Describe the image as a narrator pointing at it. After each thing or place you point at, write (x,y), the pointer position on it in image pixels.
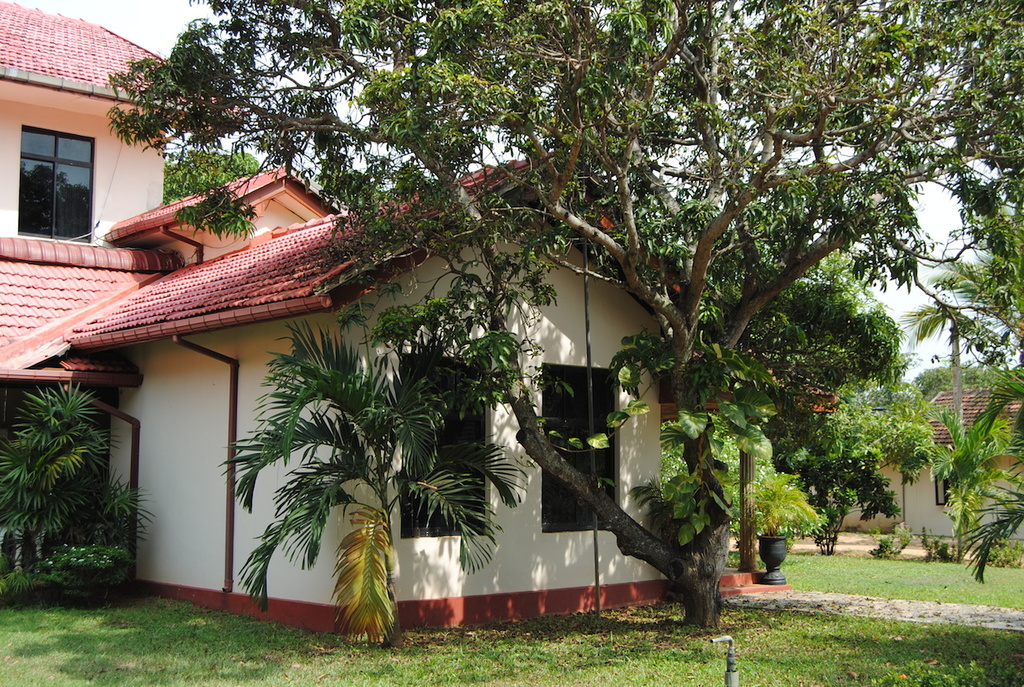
In this image we can see a house (437,379) with roof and windows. We can also see some trees (688,609), plants (410,426), a pathway (927,603) and the sky (887,290).
